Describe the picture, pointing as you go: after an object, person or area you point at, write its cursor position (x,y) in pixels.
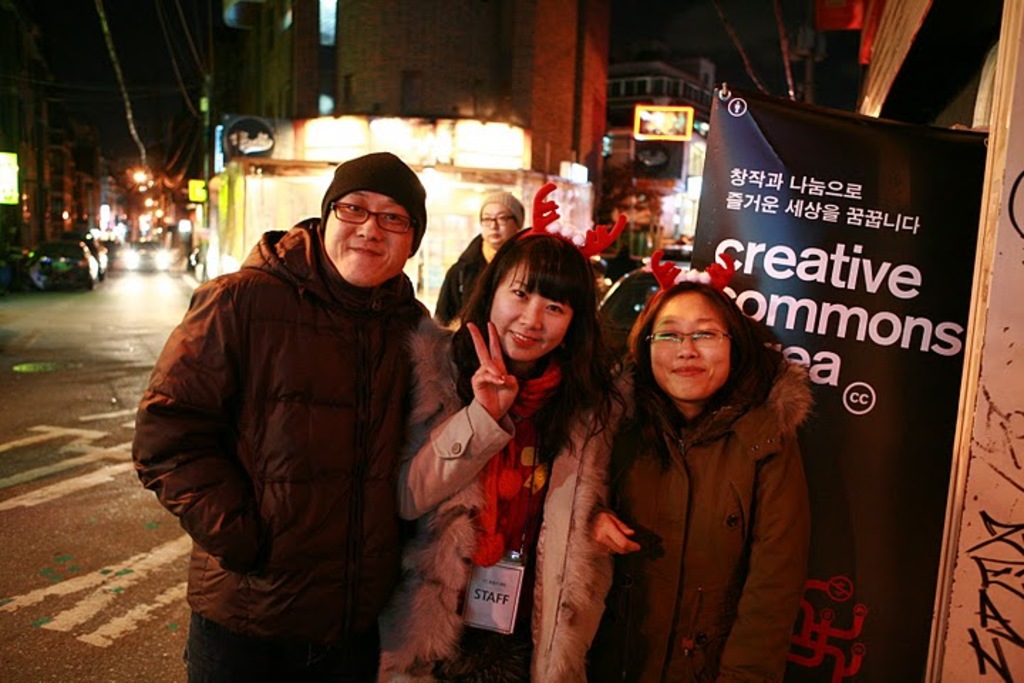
In this image, in the middle (544,255), we can see a group of people (671,497) are standing on the road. On the right side (871,241), we can see a hoarding (850,214), on the hoarding (840,266), we can see some text (861,408) written on it. On the right side (1016,272), we can also see a white color board (1003,195). In the background (171,219), we can see some buildings (434,231), vehicles (76,282), lights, hoardings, electrical wires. At the top (167,22), we can see black color, at the bottom (102,534), we can see a road (102,534).
